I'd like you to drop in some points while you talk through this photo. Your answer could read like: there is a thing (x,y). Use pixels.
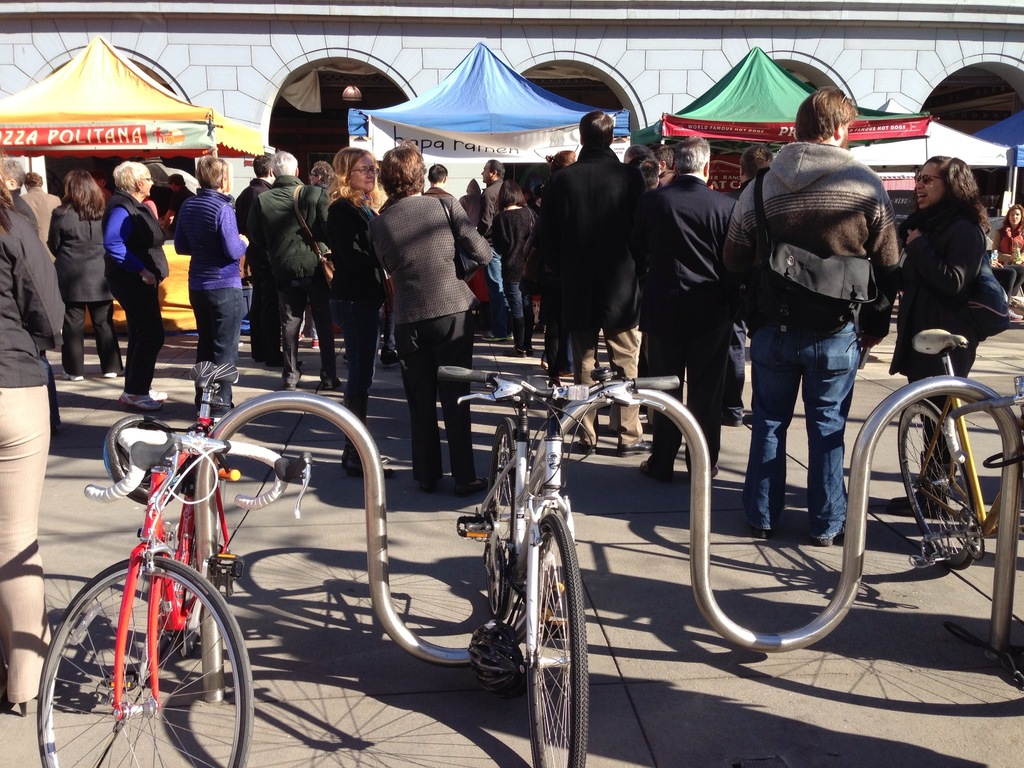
This image consists of cycles (57,631) which are parked. And there are many people (329,351) in this image. In the background (23,113), we can see the tents (34,123) in different colors. And there is a building (371,77). At the bottom (331,653), there is a road (584,490).
